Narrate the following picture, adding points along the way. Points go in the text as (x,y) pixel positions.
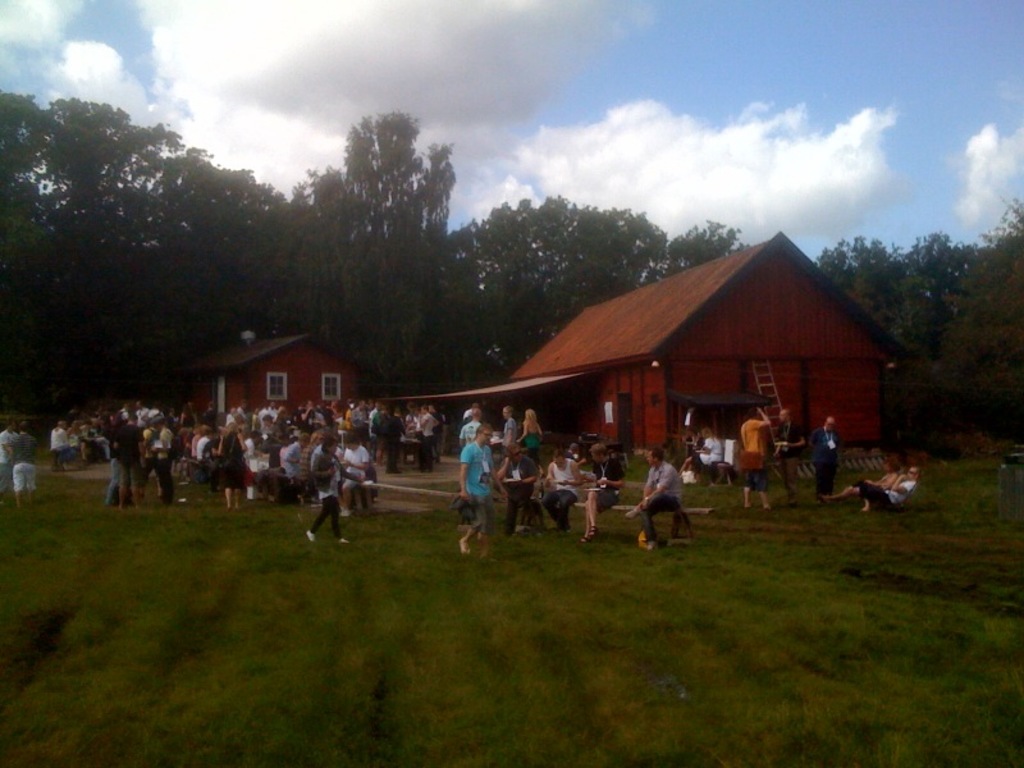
In this image there are trees (239,286), houses (277,367), people (602,458), grass (722,525), ladder (764,372), cloudy sky (585,92) and objects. Land (494,583) is covered with grass (627,652). Among them few people (327,502) are walking.
